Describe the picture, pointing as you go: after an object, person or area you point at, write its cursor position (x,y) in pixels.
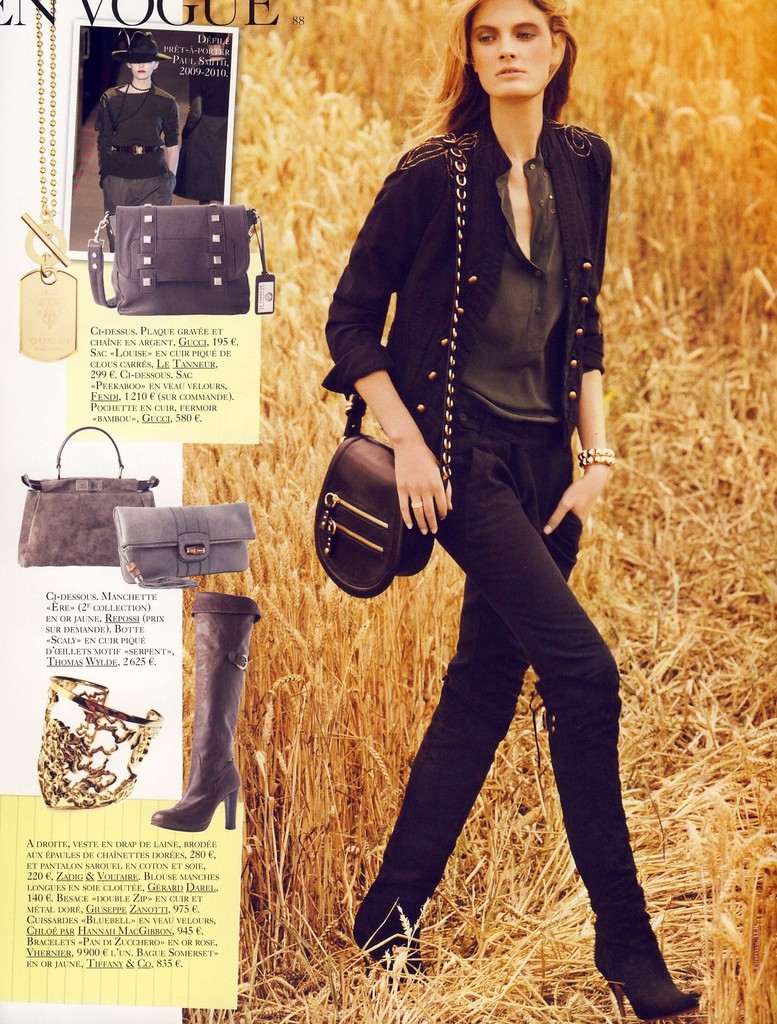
In this image I can see a woman (377,261) is standing. In the background (356,877) I can see yellow colour grass (761,156) and here I can see she is wearing black colour dress (488,245). I can also see she is carrying a bag (356,530). Here I can see depiction of few bags (181,220), a shoe (216,698) and I can also see something is written at many places.
